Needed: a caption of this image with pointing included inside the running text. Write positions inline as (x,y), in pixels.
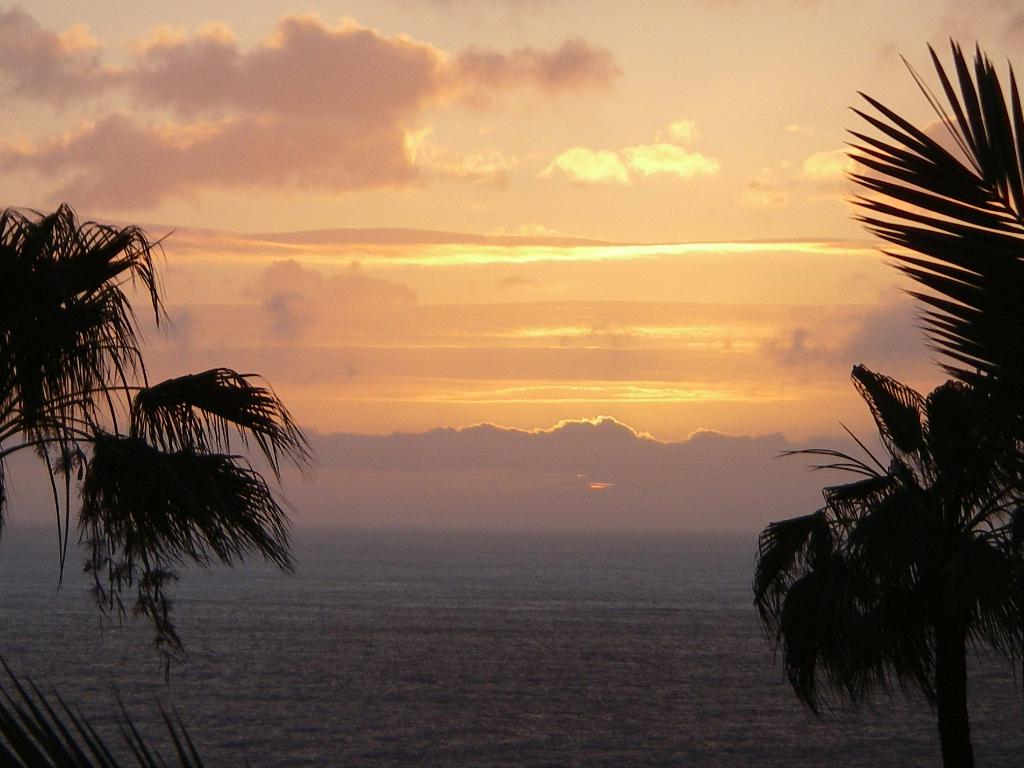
In the picture we can see two trees (172,521) on the either side of the picture and water (425,641), in the background (315,385), we can see a sky (547,362) and clouds (547,362) with a sunshine (585,321).
